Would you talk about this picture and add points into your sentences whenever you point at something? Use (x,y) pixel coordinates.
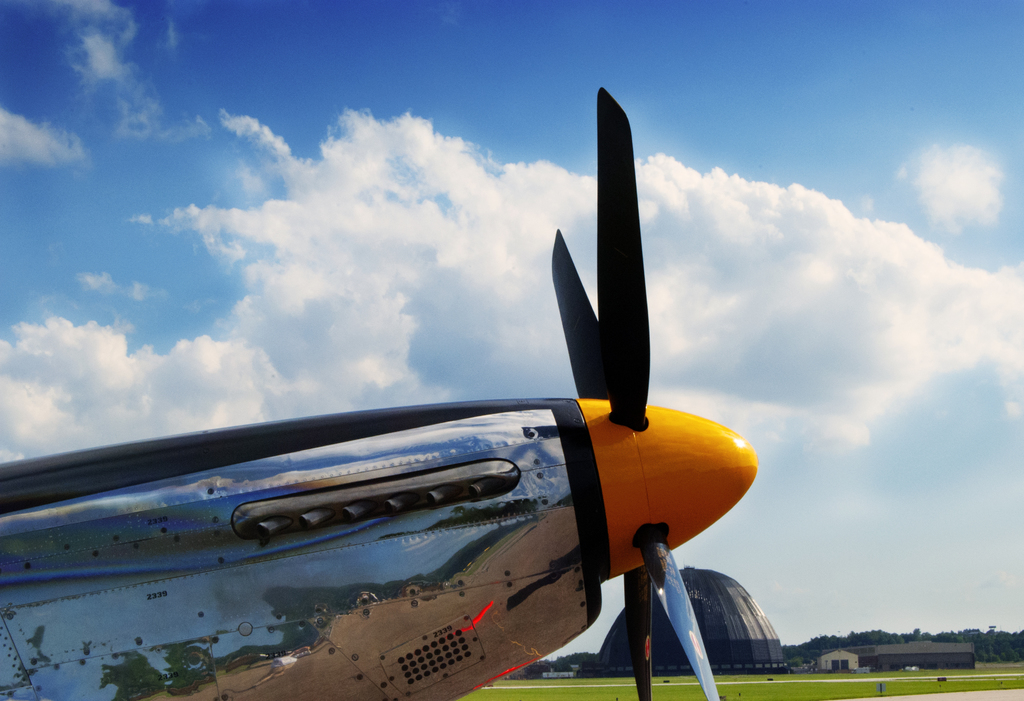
In this image, we can see an aircraft (360,574). Background (661,312) there is a cloudy sky (401,158). On the right side (871,666) bottom, we can see trees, grass (770,676), shed (916,659) and dome shaped object (714,638).
